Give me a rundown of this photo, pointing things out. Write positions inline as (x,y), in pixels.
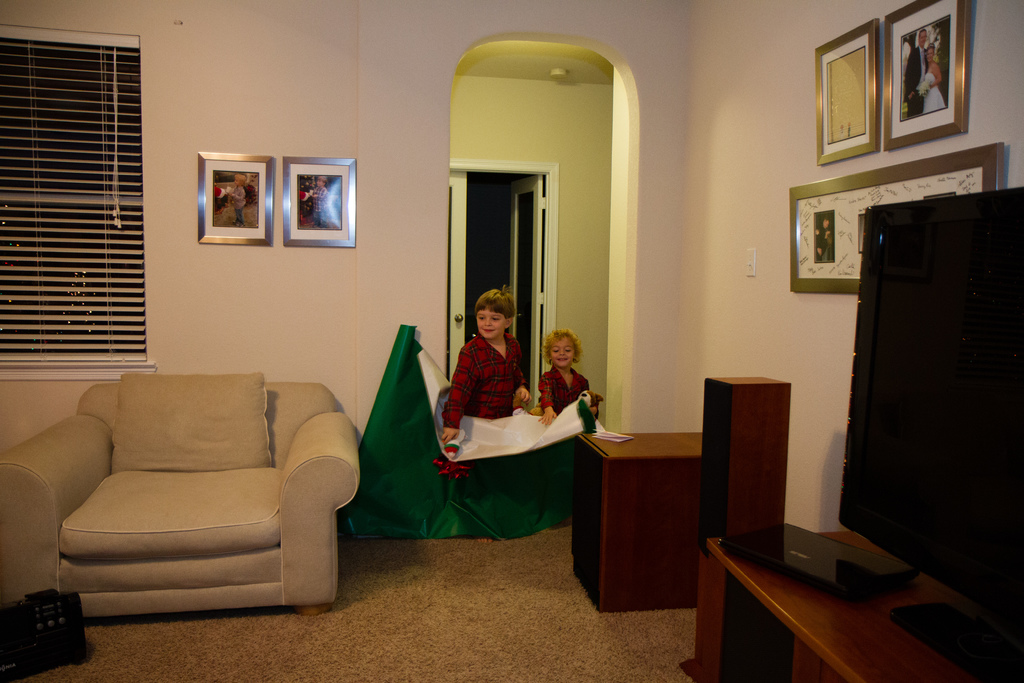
In the picture I can see two kids (497,393) wearing red dress (486,398) are standing and holding a green color object (535,416) in their hands (551,411) and there is a sofa (352,448) beside them and there are few photo frames (244,213) attach the wall (372,108) on either sides of them and there is a television (990,367) placed on a table (891,605) in the right corner (993,385) and there is a window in the left corner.
